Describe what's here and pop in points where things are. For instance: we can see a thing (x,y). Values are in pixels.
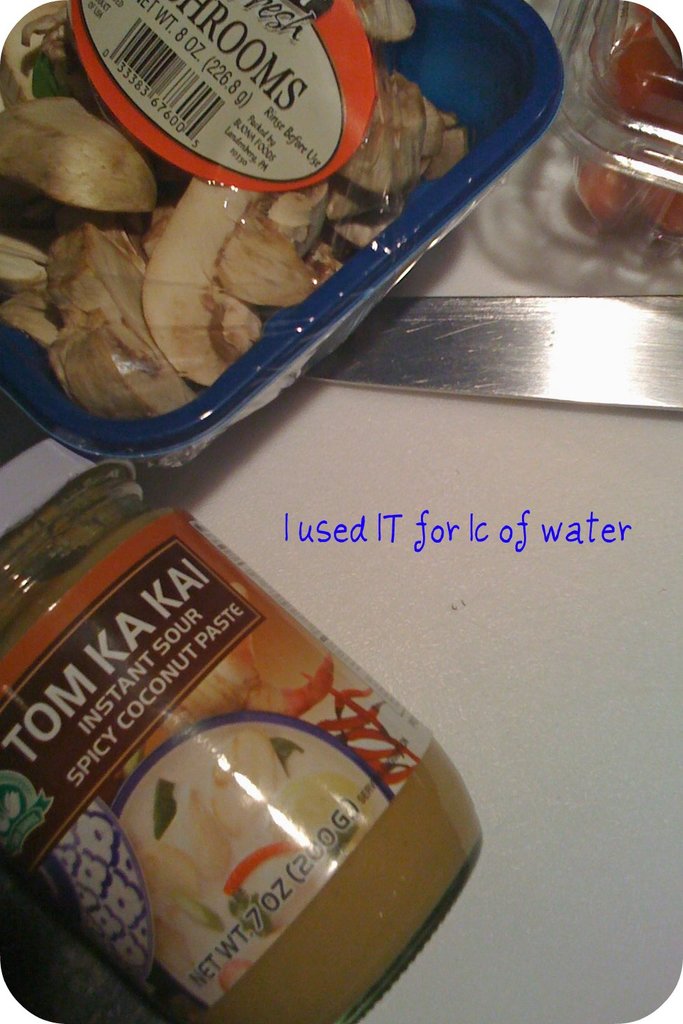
In this image we can see a jar (233,708), box (228,412) and knife (485,393) on the table (478,560).
